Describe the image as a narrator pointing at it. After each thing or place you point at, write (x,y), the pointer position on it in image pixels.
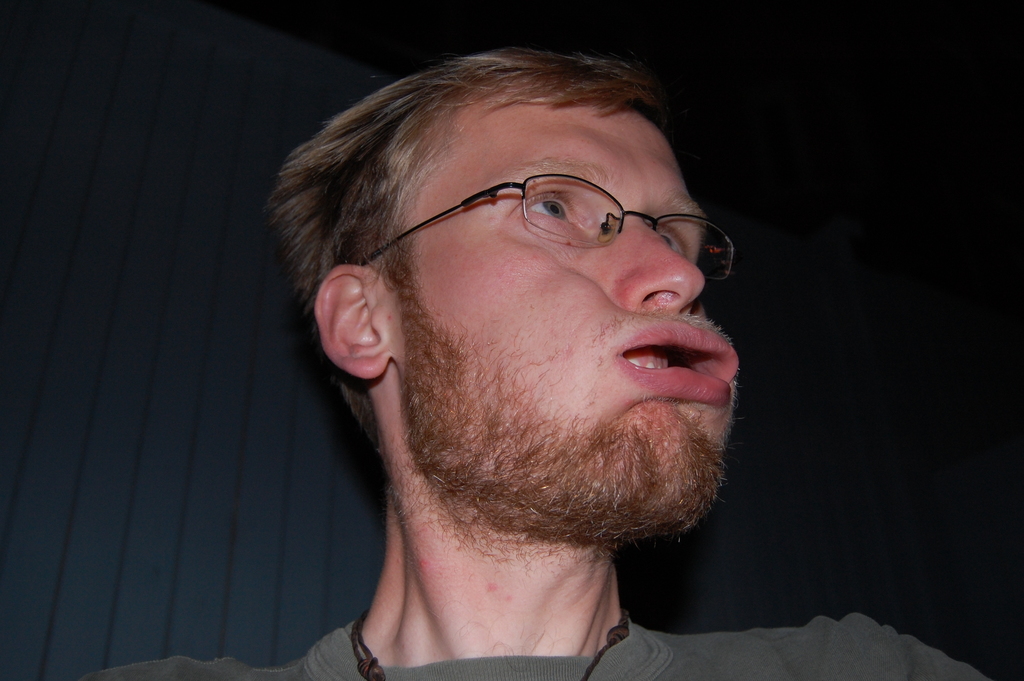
In this image in the center (486,283) there is one person (528,422) who is wearing spectacles (525,196), and there is a wall (272,152) in the background (265,217).
